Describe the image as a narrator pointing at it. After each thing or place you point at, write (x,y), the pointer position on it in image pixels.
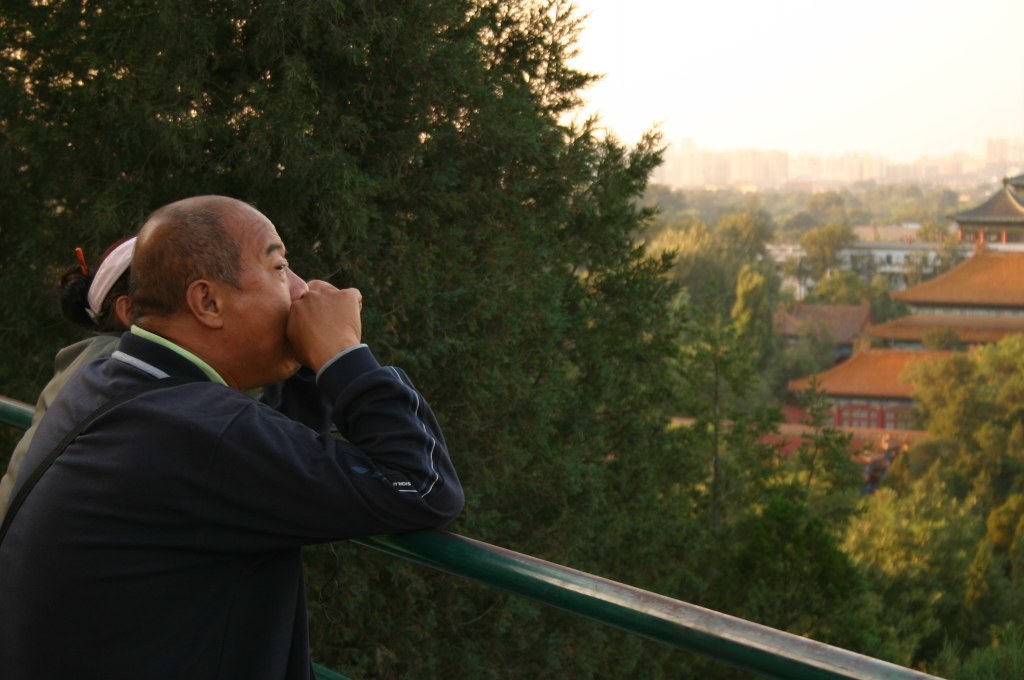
In the foreground of this image (94,464), there is a man (235,329) and a woman (101,319) standing near railing (542,581). In the background (699,420), trees (810,365), buildings (878,230) and the sky (754,58).
